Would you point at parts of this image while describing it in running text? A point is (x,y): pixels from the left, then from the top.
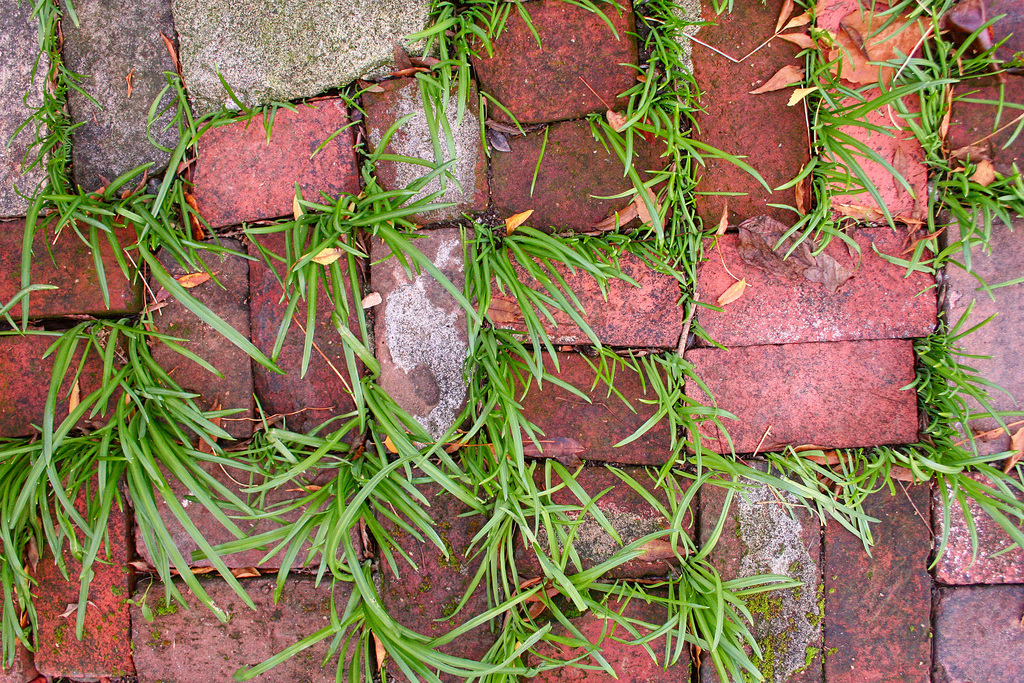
In this picture we can see some bricks (558,395), we can also see grass (662,482) and some leaves (792,102) here.
